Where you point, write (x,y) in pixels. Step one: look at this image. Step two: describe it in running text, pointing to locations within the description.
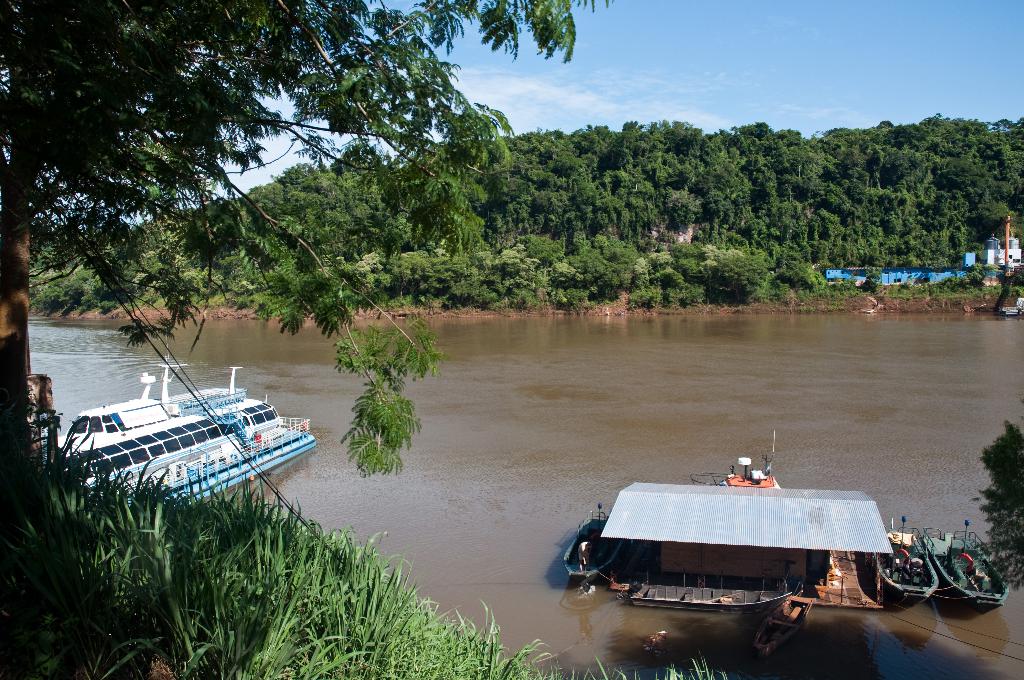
In the picture we can see some grass plants (313,544), and a tree (12,386) and near to it, we can see water (426,560) with some boats (683,505) in it and in the background (829,293) we can see some plants (812,293), trees (364,261) and sky (707,92) with clouds (506,111).
